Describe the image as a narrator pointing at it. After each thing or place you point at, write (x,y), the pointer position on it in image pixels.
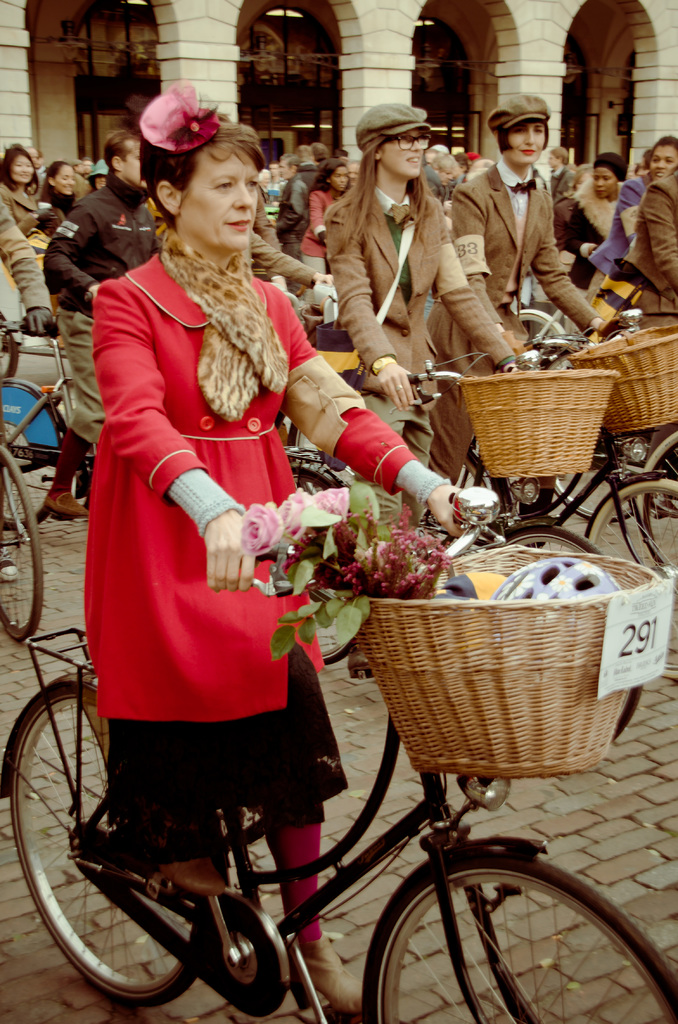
In this image there are group of people (291,250) riding a bicycle (462,813). In front (236,151) there is a woman (187,453) wearing a red dress (161,518). The cycle (463,721) contain a basket (403,656) in the basket (480,570) there are flowers (351,569) at the background (242,40) we can see a building (175,27).
